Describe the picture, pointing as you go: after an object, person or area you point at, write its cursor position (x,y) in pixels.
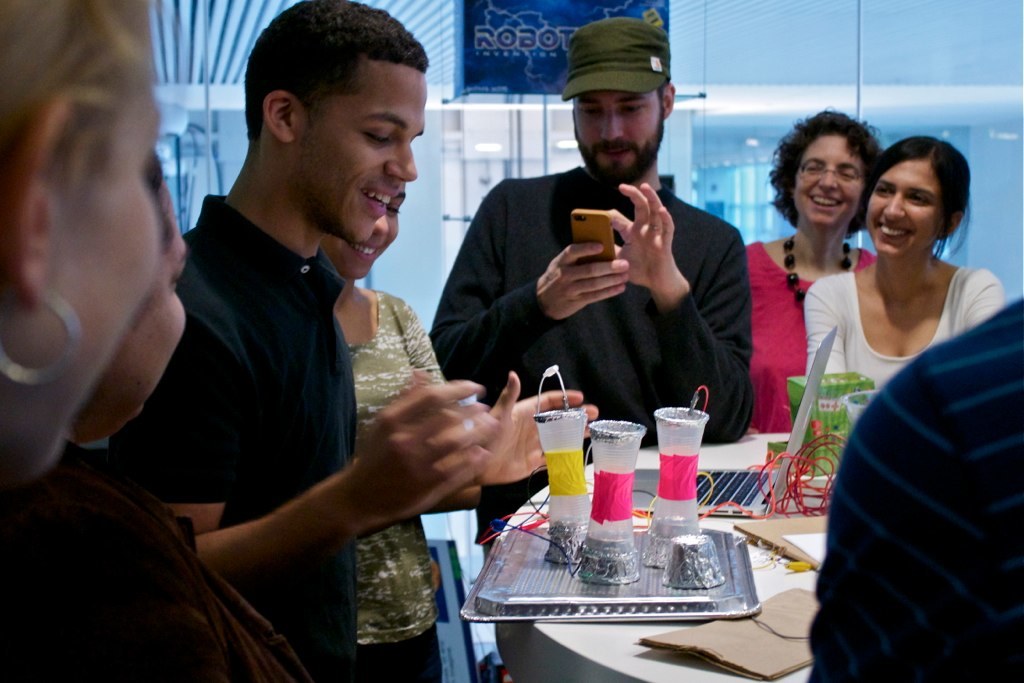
In this image I can see number of people (588,293) are standing and I can see most of them are smiling. I can also see one person (650,163) is wearing a green colour cap (572,41) and I can see he is holding a phone (585,238). On the right side of the image (756,573) I can see a white colour table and on it I can see a silver plate (511,569), few wires (804,484), few equipment (753,511) and few other things (772,477). On the top side of the image (488,16) I can see a blue colour board (562,62) and on it I can see something is written.
